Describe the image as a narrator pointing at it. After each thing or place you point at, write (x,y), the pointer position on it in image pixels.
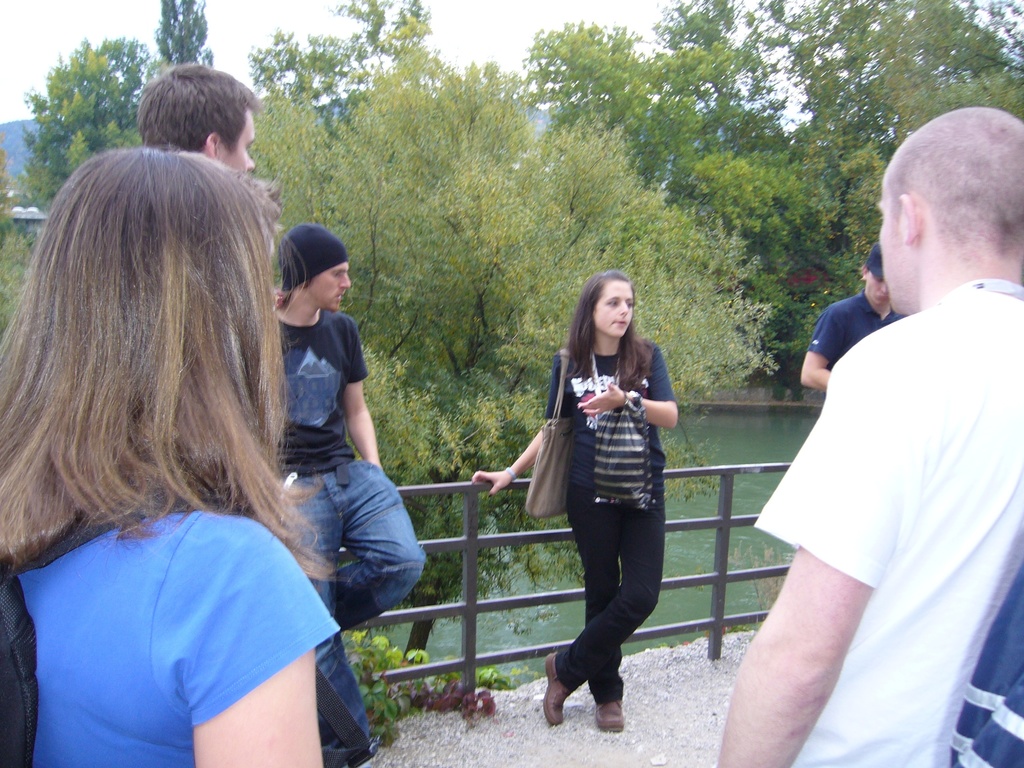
There are many people (295,441) standing, this woman (153,379) is having a golden gray color and she is wearing a blue t-shirt (253,619). This man (961,462) wearing white t-shirt (940,543), this women (582,443) is wearing black t-shirt (581,463) and a black pant (602,544) there is a tree (442,295) behind her and water (744,429). The sky (467,20) is in white color.
